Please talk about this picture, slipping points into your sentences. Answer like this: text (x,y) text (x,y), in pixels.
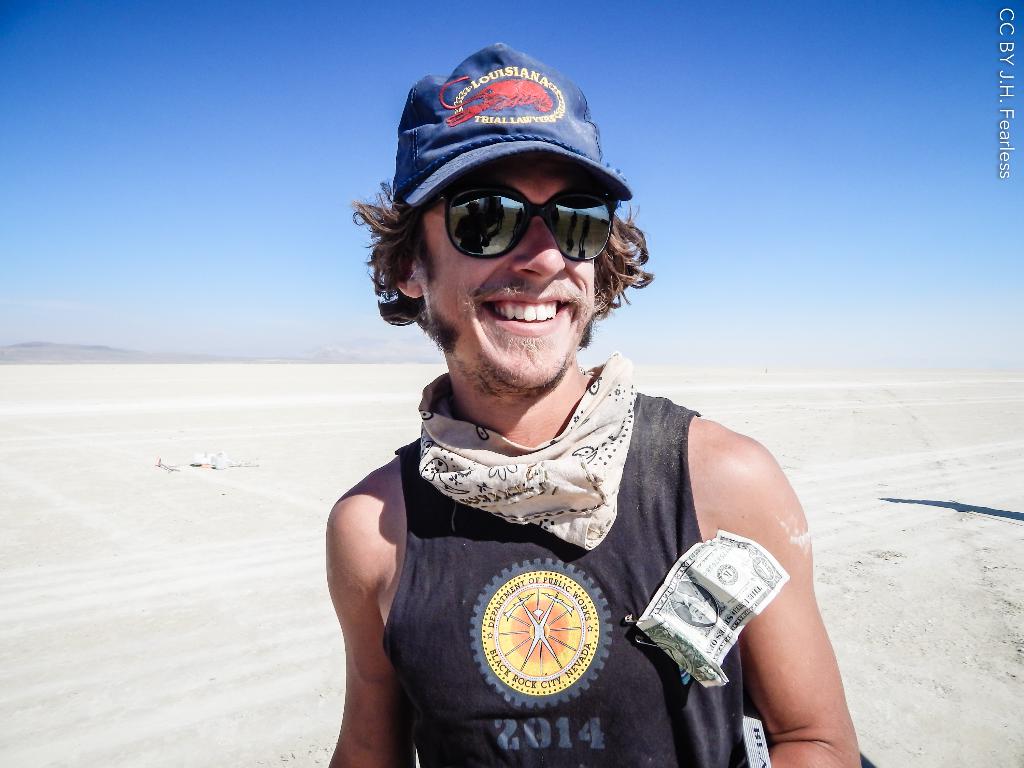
This person (576,471) wore goggles (492,237), cap (479,154) and smiling. Here we can see currency (686,587). Background (179,585) there is a soil (223,591). Sky (779,102) is in blue color. This is watermark (1006,67).
